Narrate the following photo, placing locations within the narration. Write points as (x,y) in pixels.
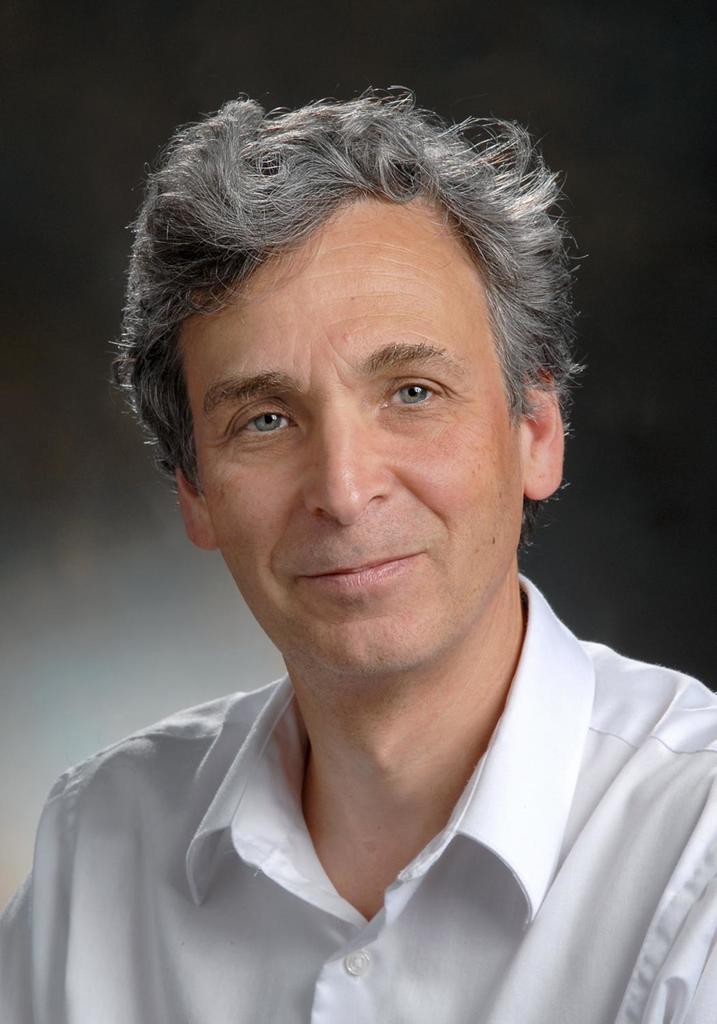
In this image in the front (361,642) there is a person (357,715) smiling and the background (692,251) is blurry.
